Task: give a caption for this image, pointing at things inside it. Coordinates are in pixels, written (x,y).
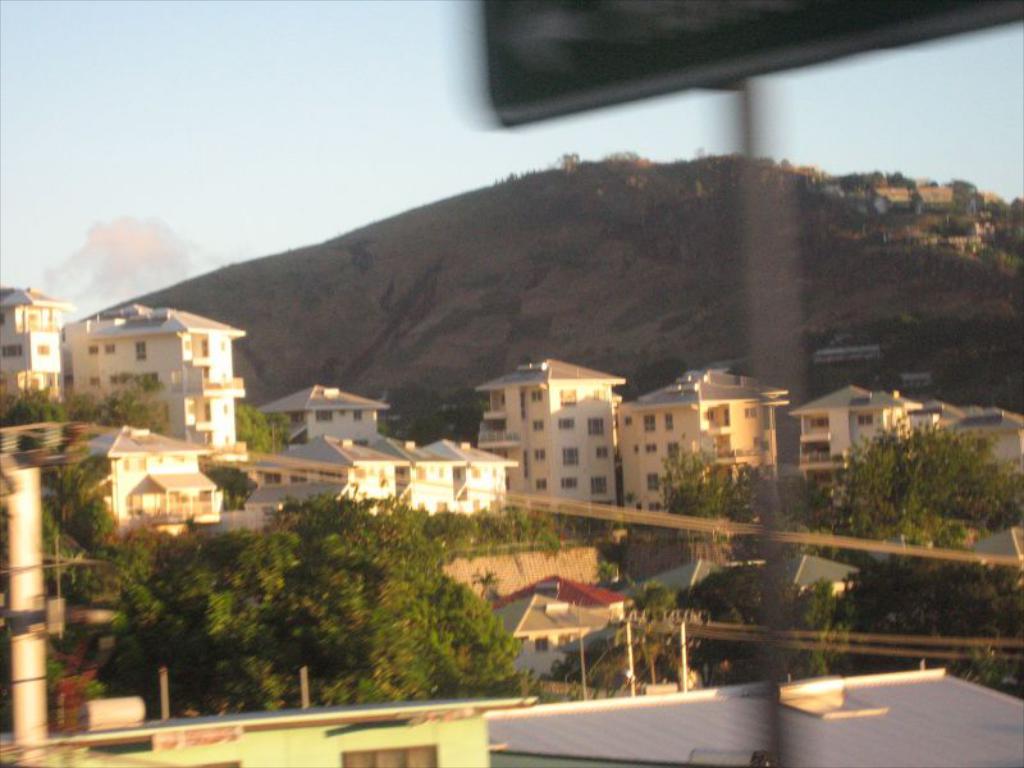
In the foreground (661,609), I can see trees (647,645), buildings (560,578), windows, poles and wires (844,651). In the background (32,152), I can see mountains (667,289) and the sky (77,191). This image taken, maybe during a day.
